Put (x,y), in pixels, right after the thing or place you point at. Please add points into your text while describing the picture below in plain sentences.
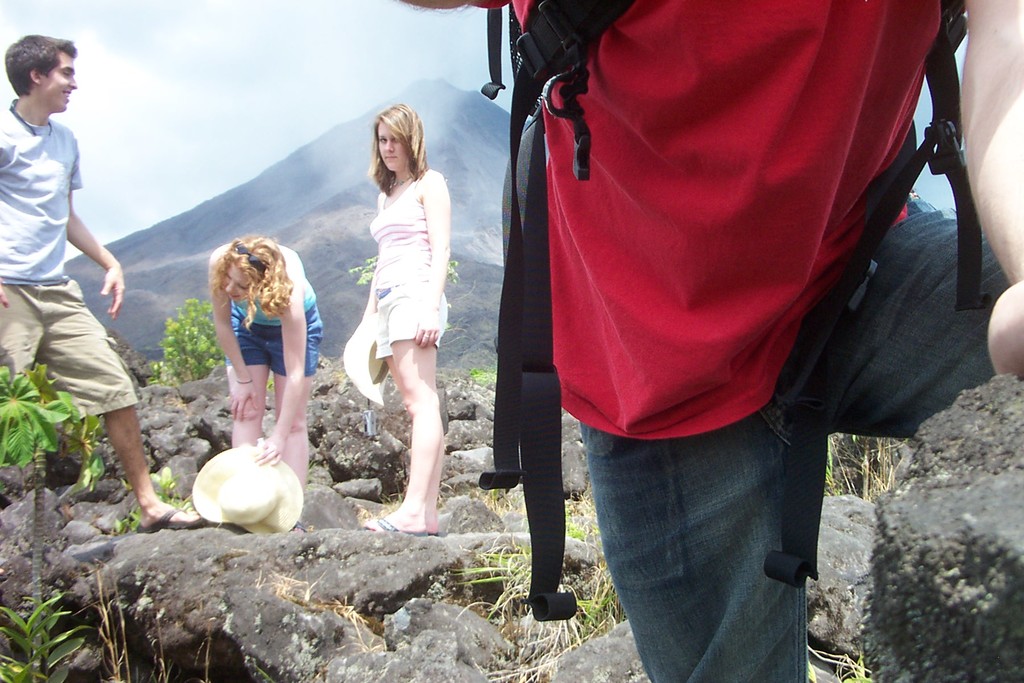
In this picture we can observe four members (380,240) standing. Two of them were women (314,303) and the person (23,271) on the left side (45,340) was a man (40,156). He is smiling. We can observe yellow color hat (242,501) on this rock (228,577). On the right side (861,193) there is a person (671,158) wearing red color T shirt (640,198) and a bag (530,80). In the background (453,222) there is a hill (310,203). We can observe some plants (180,380) and a sky (201,118) with clouds (247,100).
